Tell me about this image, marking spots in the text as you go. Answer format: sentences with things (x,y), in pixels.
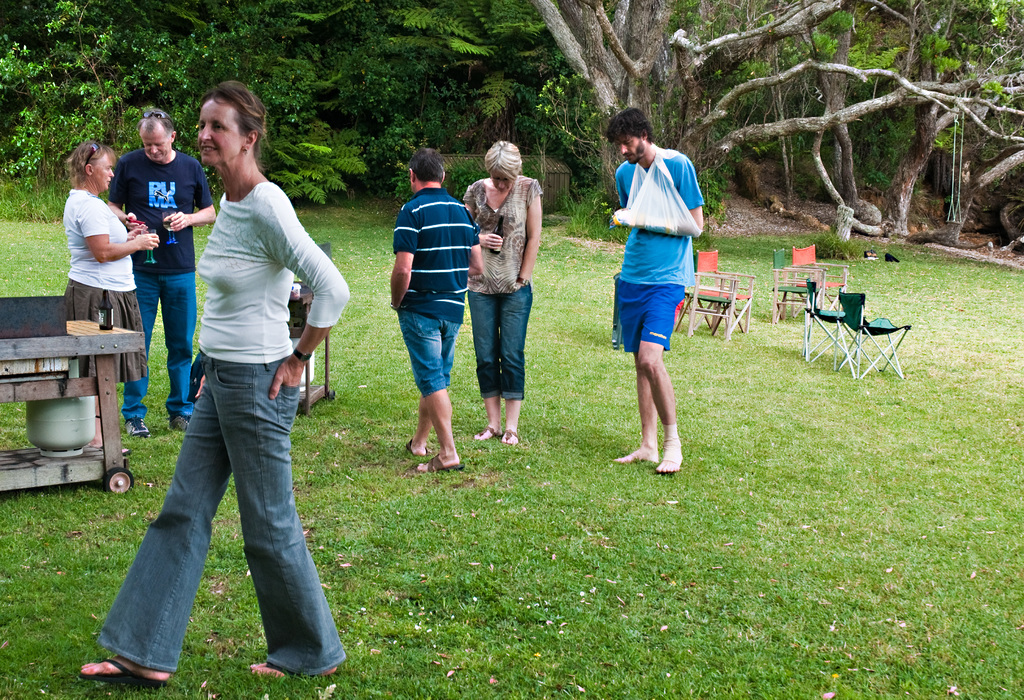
In this image, group of people (515,391) are standing, few are walking, few are smiling. We can see bottle (109,319), glass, tables (84,347), chairs (881,330), few items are placed on it. At the bottom (552,583), there is a grass (759,462). Background (285,70), few trees (680,124).
